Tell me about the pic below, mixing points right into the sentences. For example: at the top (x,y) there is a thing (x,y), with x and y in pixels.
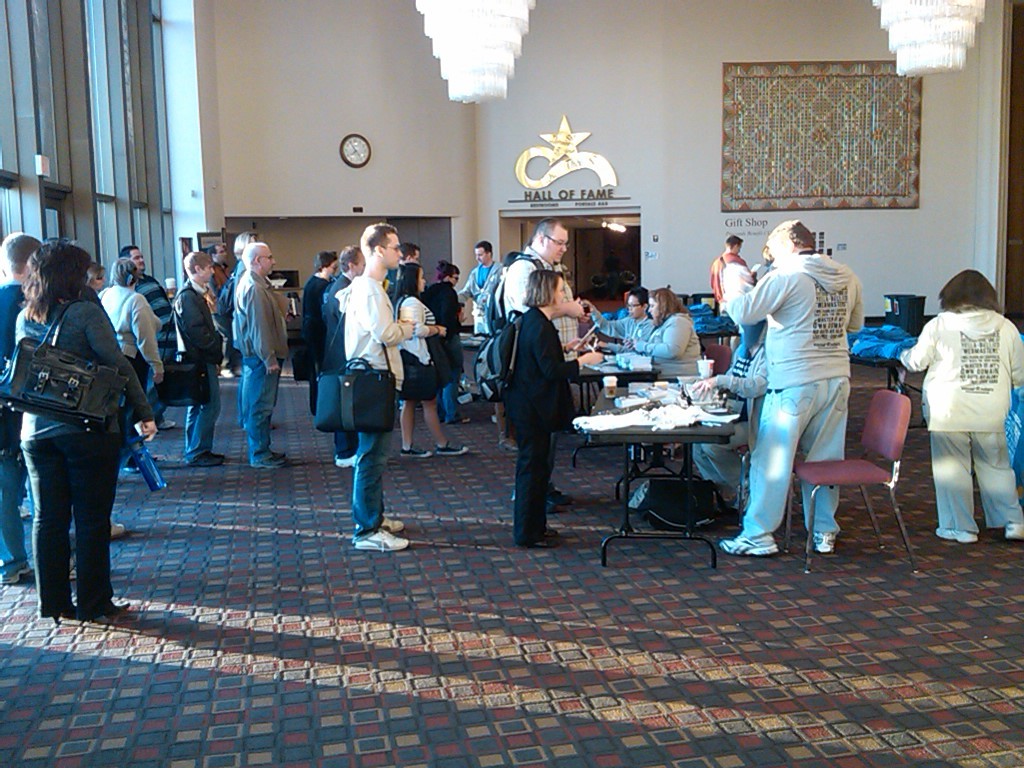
In this image I can see the group of people (321,316) with different color dresses (309,332). I can see few people (107,346) are wearing the bags (59,360). I can also see few people (729,473) are sitting in-front of the tables (629,468). On the tables (692,431) I can see cups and many objects (662,393). In the background (263,218) I can see the clock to the wall (355,199) and there are chandelier lights (460,43) in the top (449,32).
